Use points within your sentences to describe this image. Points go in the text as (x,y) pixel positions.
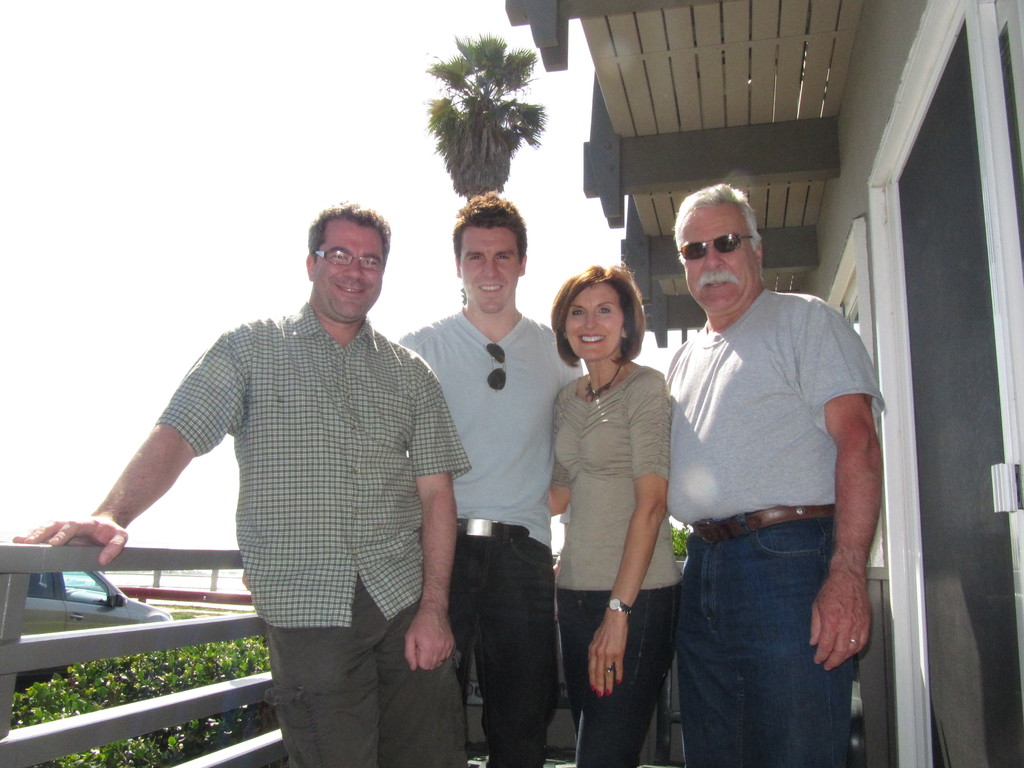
In this image there are four persons (554,514) standing on the floor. Beside them there is a fence (137,639). On the right side (888,204) there is a building (824,279). In the background (134,605) there is a car (90,605) which is parked on the road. Beside the car (66,595) there are plants (123,669). At the top (95,192) there is the sky (129,191).
